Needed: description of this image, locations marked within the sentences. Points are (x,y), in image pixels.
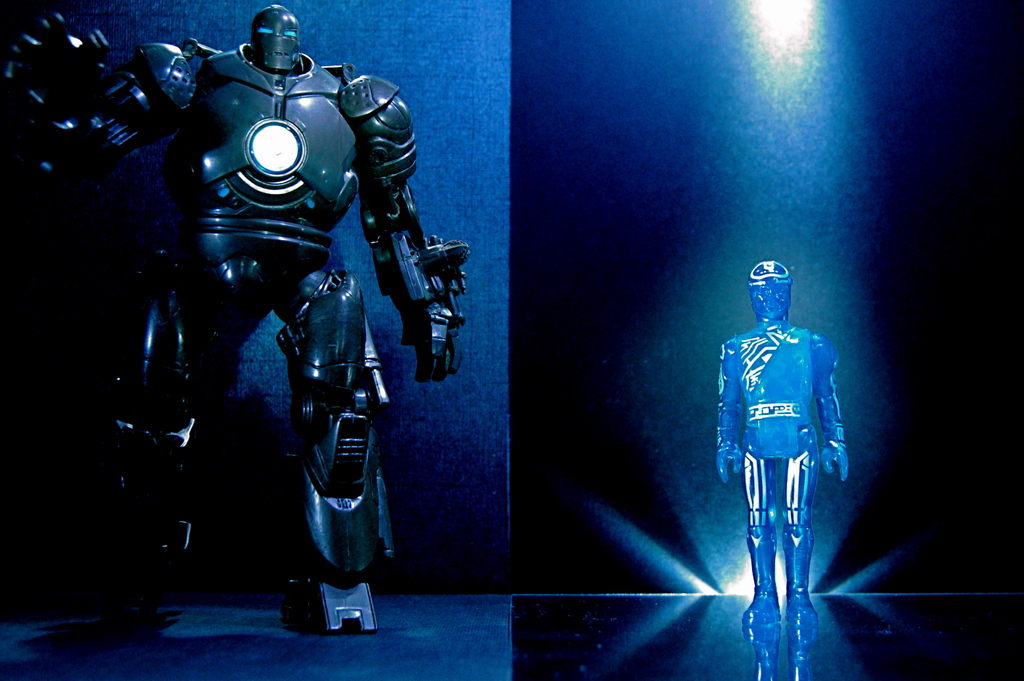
In this image there are robotic machines (323,324) standing.
